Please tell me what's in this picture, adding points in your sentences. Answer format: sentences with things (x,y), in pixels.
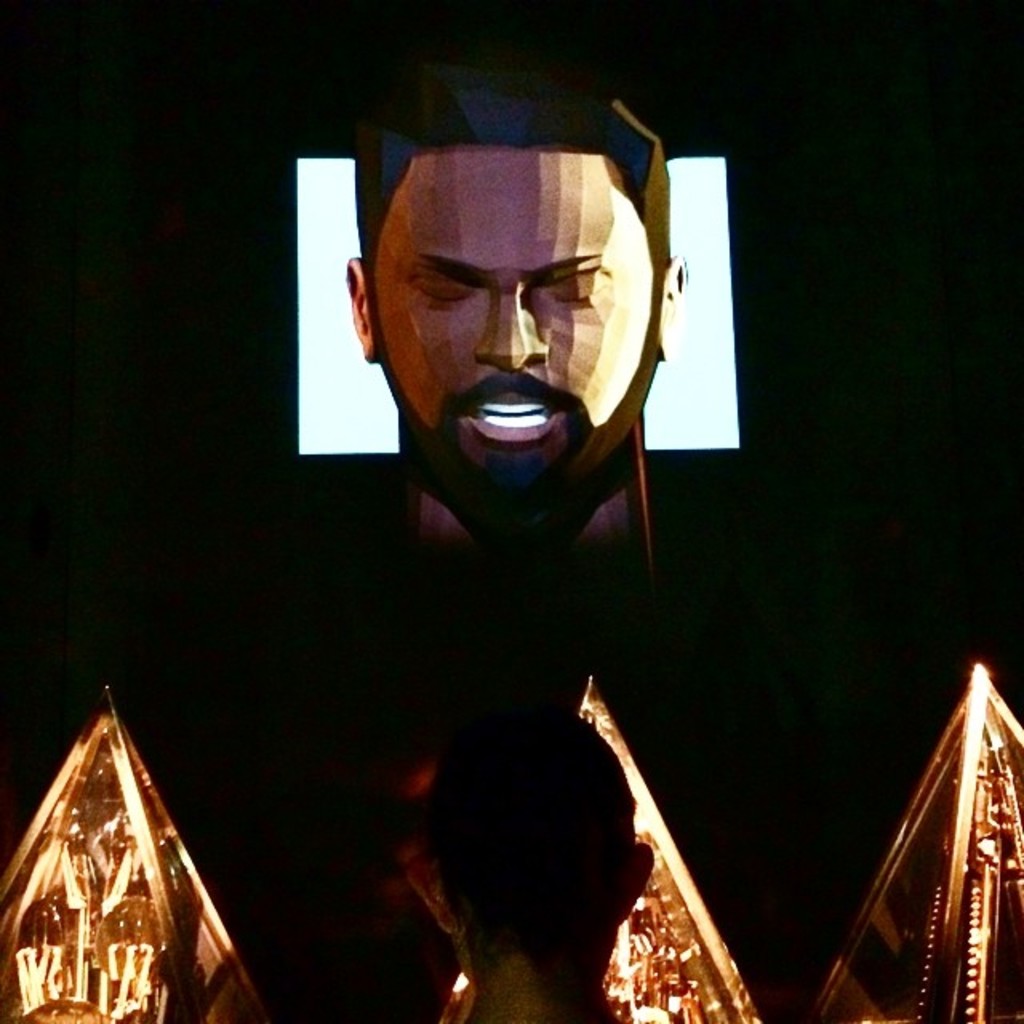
In this image there are few object (692,994) having lights (164,1001). Bottom of the image (568,816) there is a person (572,843). Middle of the image (480,433) there is a painted image (543,411) of a person (582,378). Background (196,688) is in black color.
